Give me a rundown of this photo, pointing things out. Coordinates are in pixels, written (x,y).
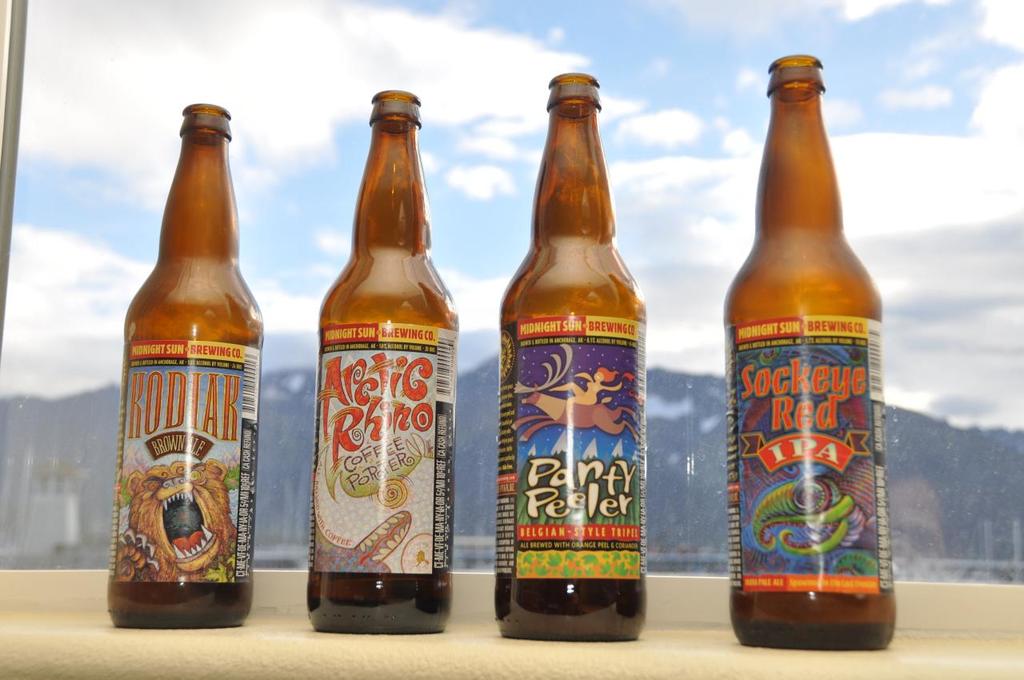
In this image i can see four glass bottles (537,390).
